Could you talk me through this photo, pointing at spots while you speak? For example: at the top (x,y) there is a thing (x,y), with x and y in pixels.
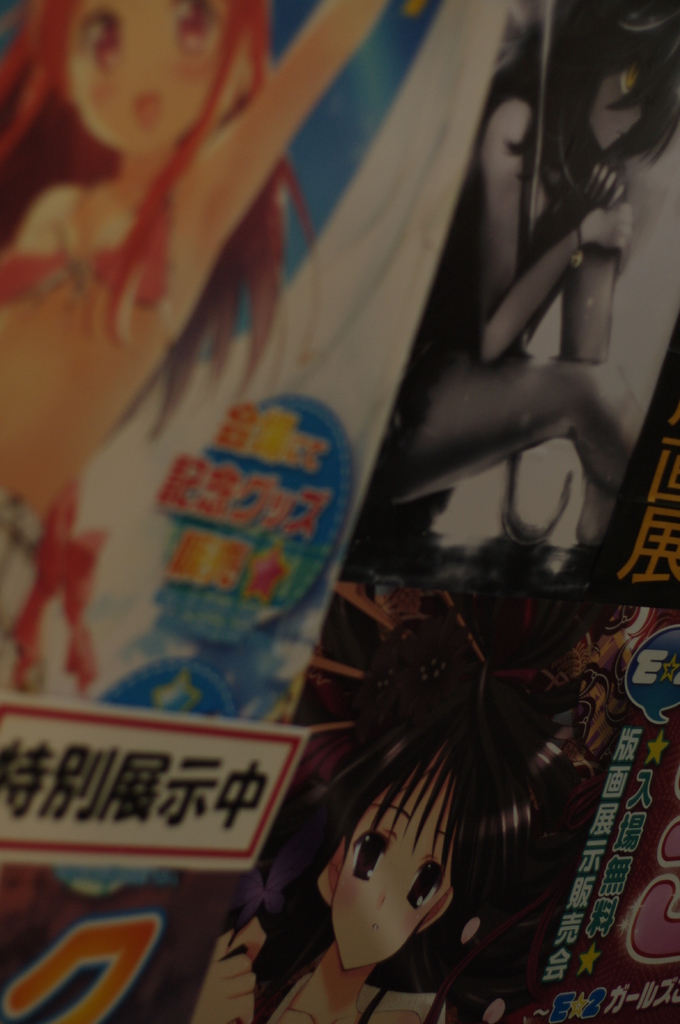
In this image we can see a poster (393,403) with text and cartoon pictures (485,757) on it.
